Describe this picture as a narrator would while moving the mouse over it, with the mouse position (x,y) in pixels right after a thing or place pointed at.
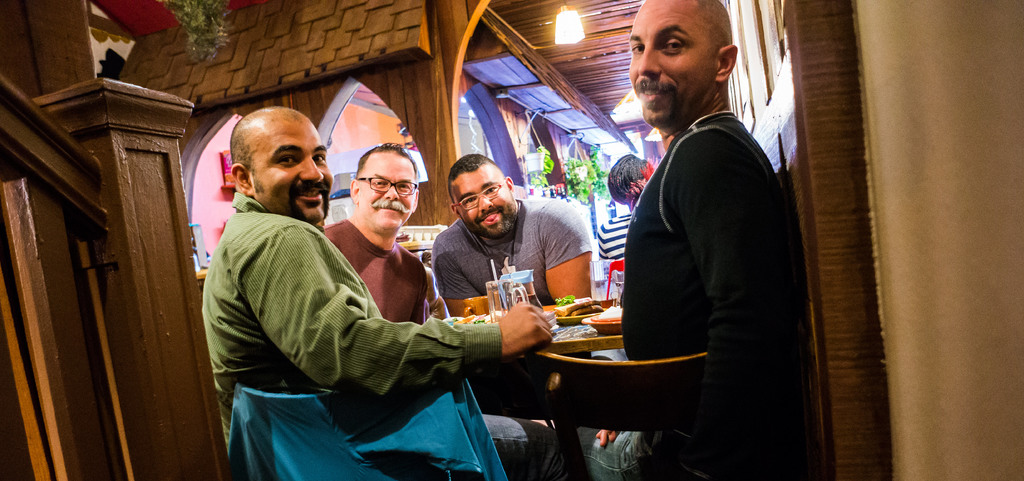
In the middle of the image (662,319) few people (653,315) are sitting and smiling and there is a table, on the table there are some plates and food (593,307) and jars (513,299). Behind them there is a wooden wall (315,85). At the top of the image (548,63) there is a wooden roof (581,55) and light (571,32).
